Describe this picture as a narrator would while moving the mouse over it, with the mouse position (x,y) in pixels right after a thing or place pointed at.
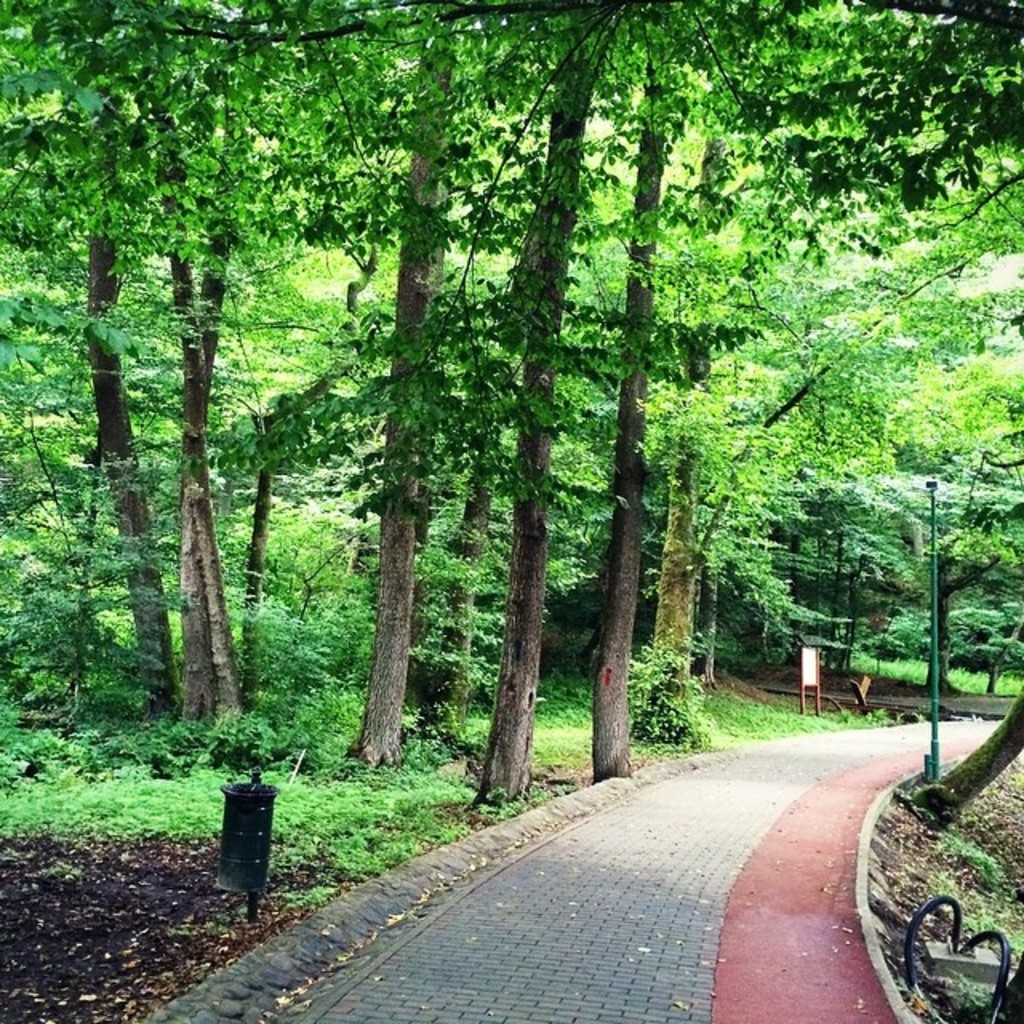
In this image we can see a pathway (863,789), sign board (817,663), light pole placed on the ground (915,875). In the background (998,636), we can see a group of trees (376,518) and a trash bin (240,825).
